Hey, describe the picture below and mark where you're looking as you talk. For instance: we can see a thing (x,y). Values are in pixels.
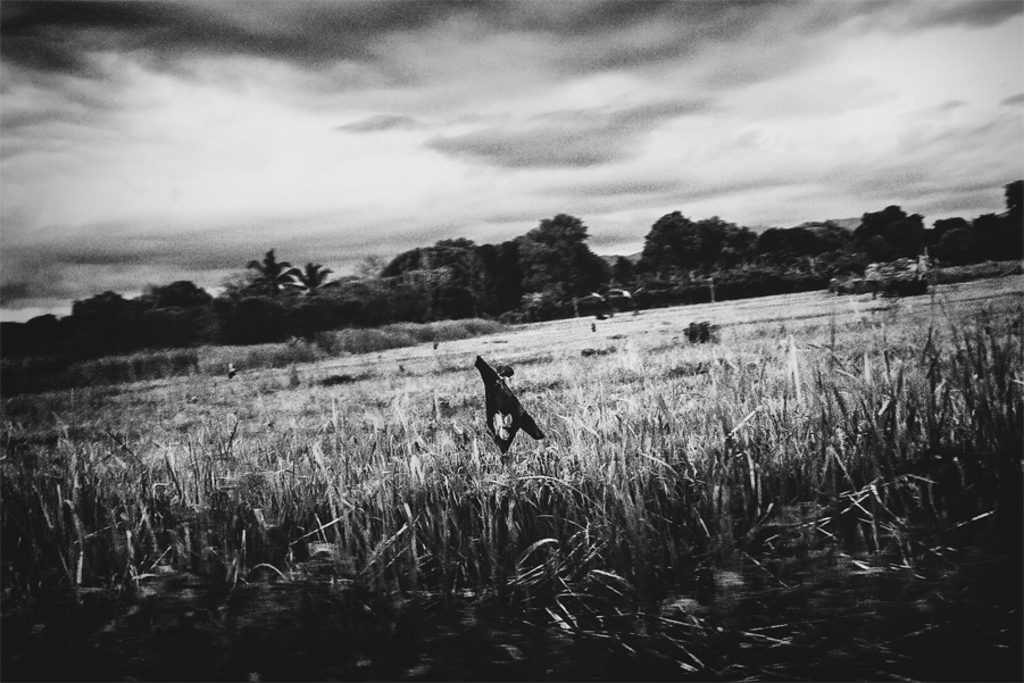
In this image we can see grass (541,413) and an object (510,411) looks, like a cloth (504,420) and in the background (172,317) there are trees (452,256) and sky (457,100) in the top (461,94).
